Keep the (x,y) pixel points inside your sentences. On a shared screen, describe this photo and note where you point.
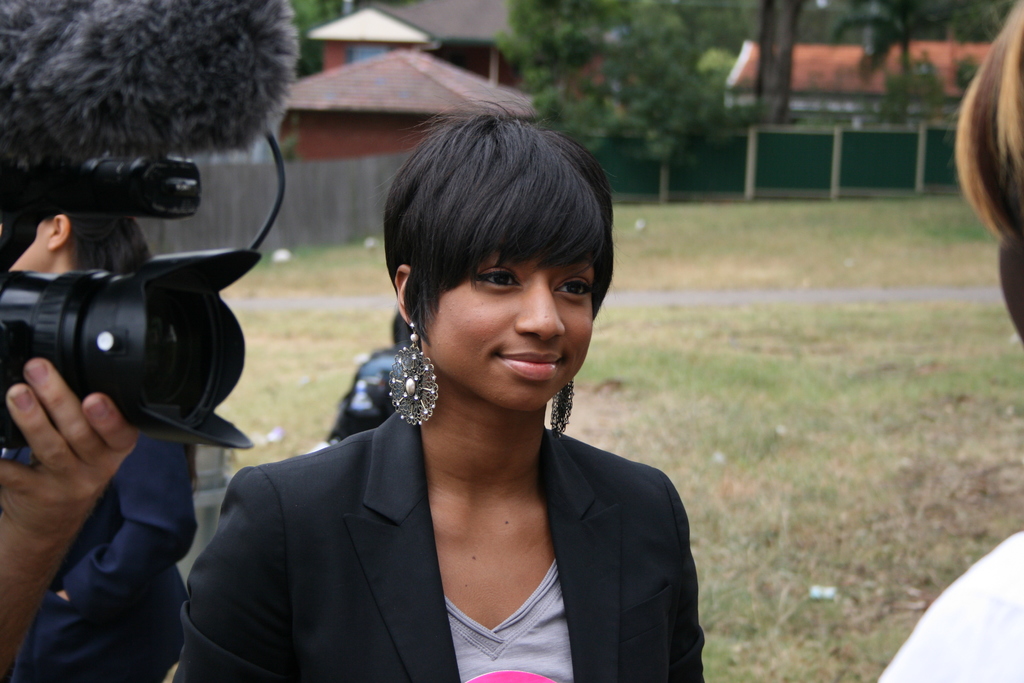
a lady (318,518) with black color jacket (386,551) is standing and smiling. To the right side (967,622) there is a man (949,610) standing. And to the left side (81,407) there is a person (81,435) holding a camera (80,388) in his hand (47,496). In the background (342,143) there are houses (431,65) with roof (882,72) on it and also some trees (648,79). We can see a green color fencing (792,173).
